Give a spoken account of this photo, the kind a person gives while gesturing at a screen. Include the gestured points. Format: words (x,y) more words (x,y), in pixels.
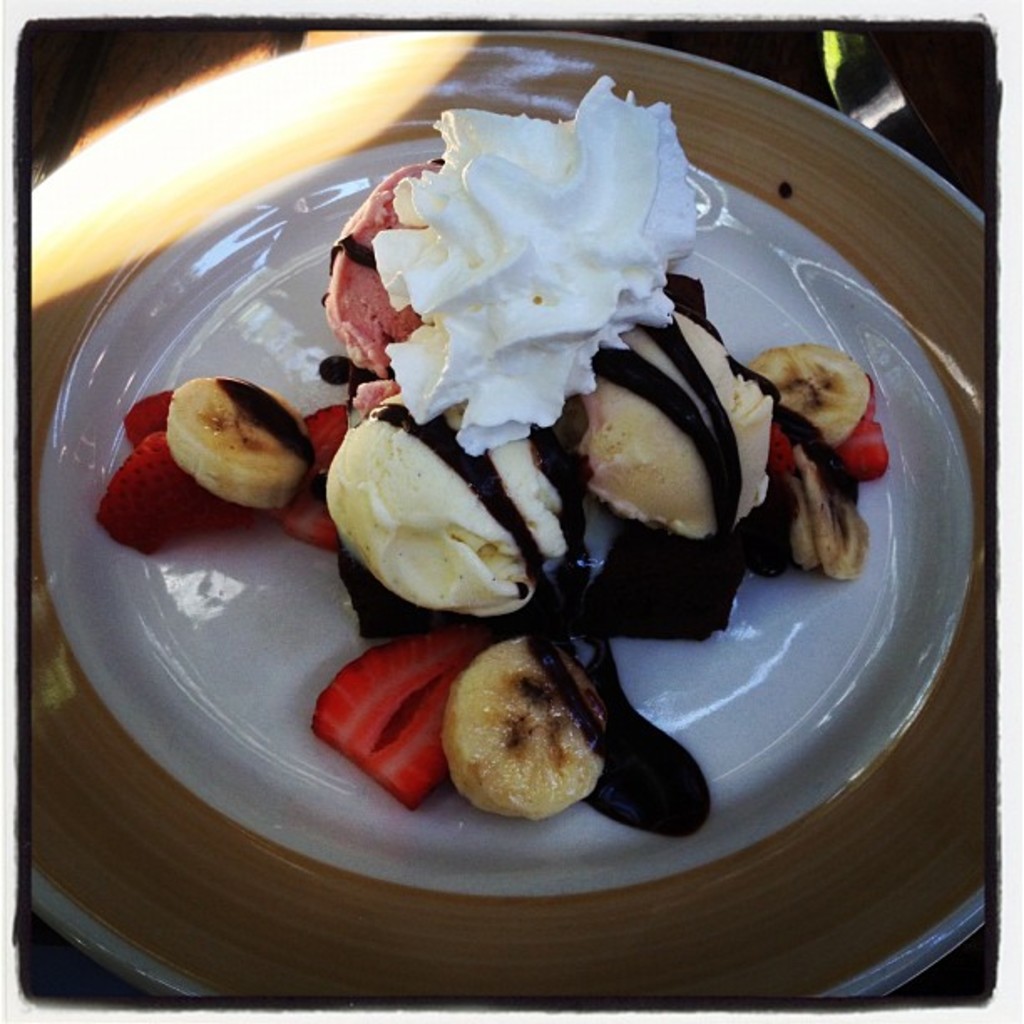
In the picture I can see a piece of cake (694,594) and fruit pieces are kept on the plate (151,227).
